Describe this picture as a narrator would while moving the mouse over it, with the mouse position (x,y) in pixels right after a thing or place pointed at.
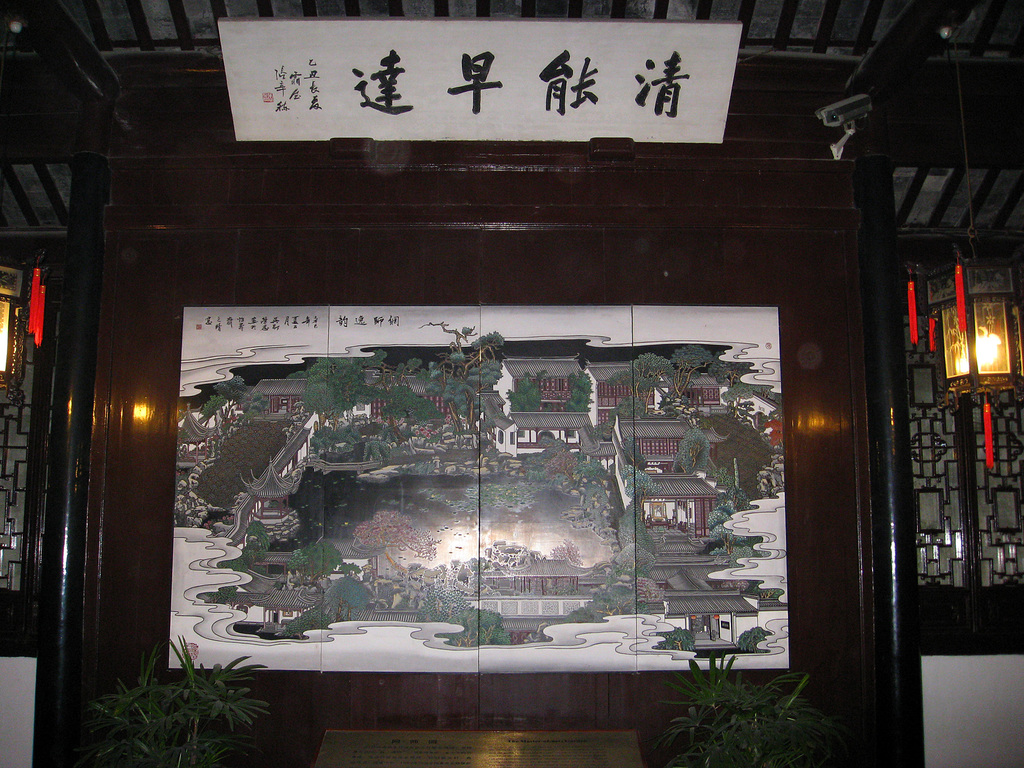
In this picture there is a painting (651,330) which is kept on the wooden wall (720,290). In that painting (417,481) I can see building (563,431), trees (427,547), water (418,517), fencing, birds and sky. At the bottom (752,711) there are two plants (167,712) which are kept near to the painting (423,502). On the right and left side I can see the chandeliers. At the top (376,38) there is a banner (426,102) which is kept on this wooden wall (683,161). Beside that there is a CCTV camera (819,118).
